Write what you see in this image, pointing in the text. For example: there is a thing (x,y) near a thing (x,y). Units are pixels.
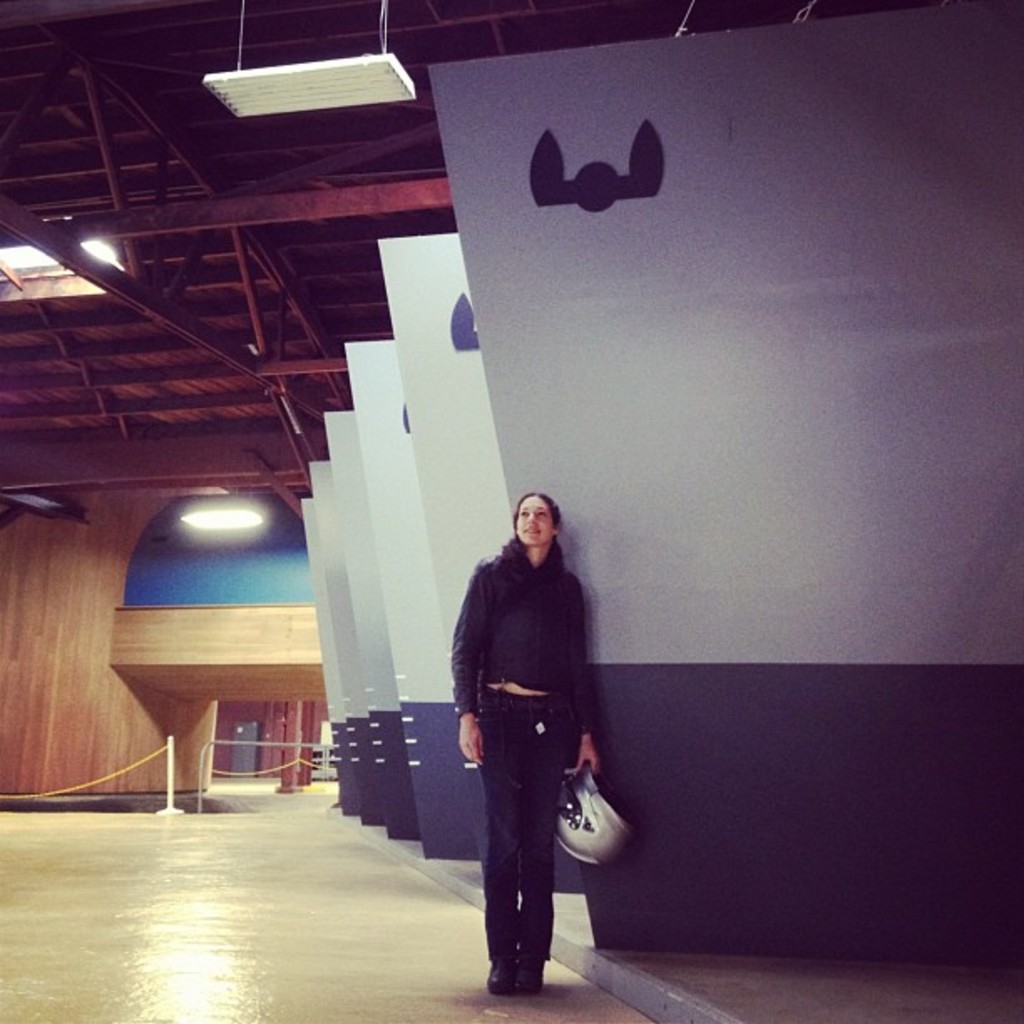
In this image I can see a woman (560,687) standing and holding helmet (584,814). She is wearing black dress (520,696). Back I can see few boards (521,443) and wooden wall (67,621). Top I can see a light (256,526).
